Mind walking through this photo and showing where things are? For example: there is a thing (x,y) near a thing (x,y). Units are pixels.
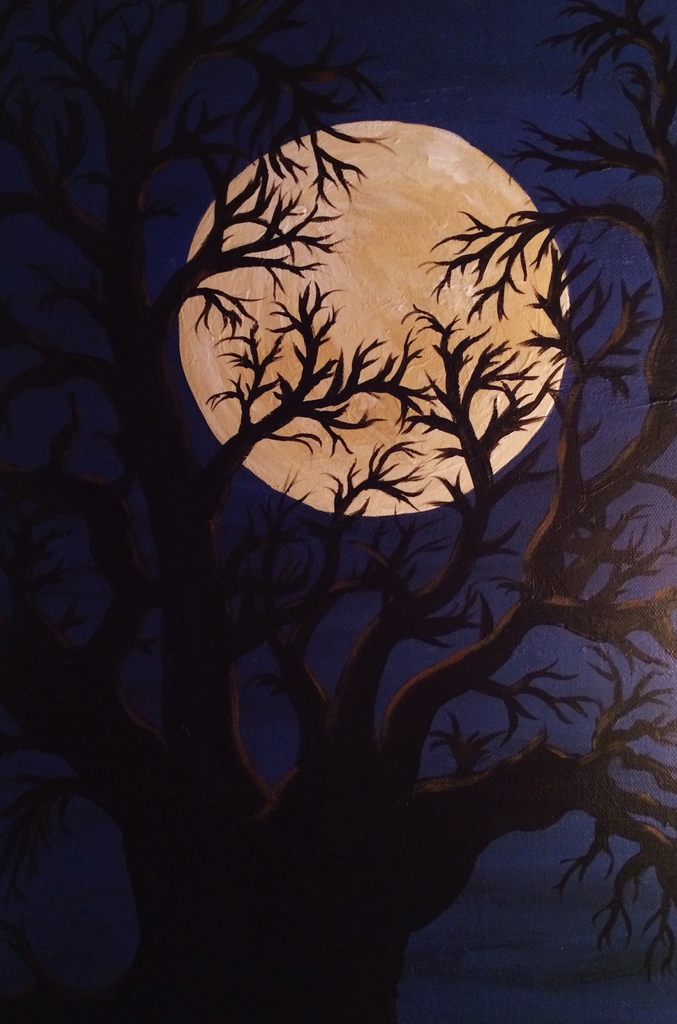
This image consists of a canvas (348,464) with a painting (381,912) of a tree (268,589) and a moon (399,354) in the sky (518,94) on it.
